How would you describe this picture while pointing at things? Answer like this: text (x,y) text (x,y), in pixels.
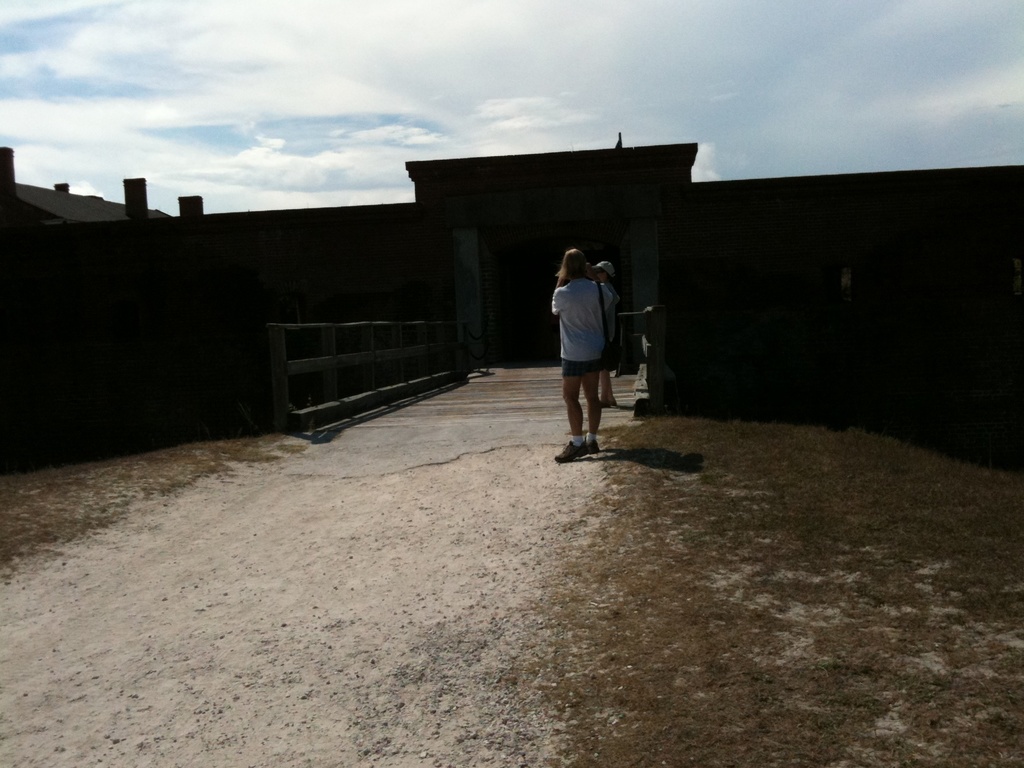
In the center of the image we can see two persons (591,381) are standing. Among them, we can see one person (586,363) is wearing a bag (606,319) and the other person (608,295) is wearing a cap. In the background (561,103), we can see the sky (859,125), clouds (385,181), fences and some structures (335,238).
